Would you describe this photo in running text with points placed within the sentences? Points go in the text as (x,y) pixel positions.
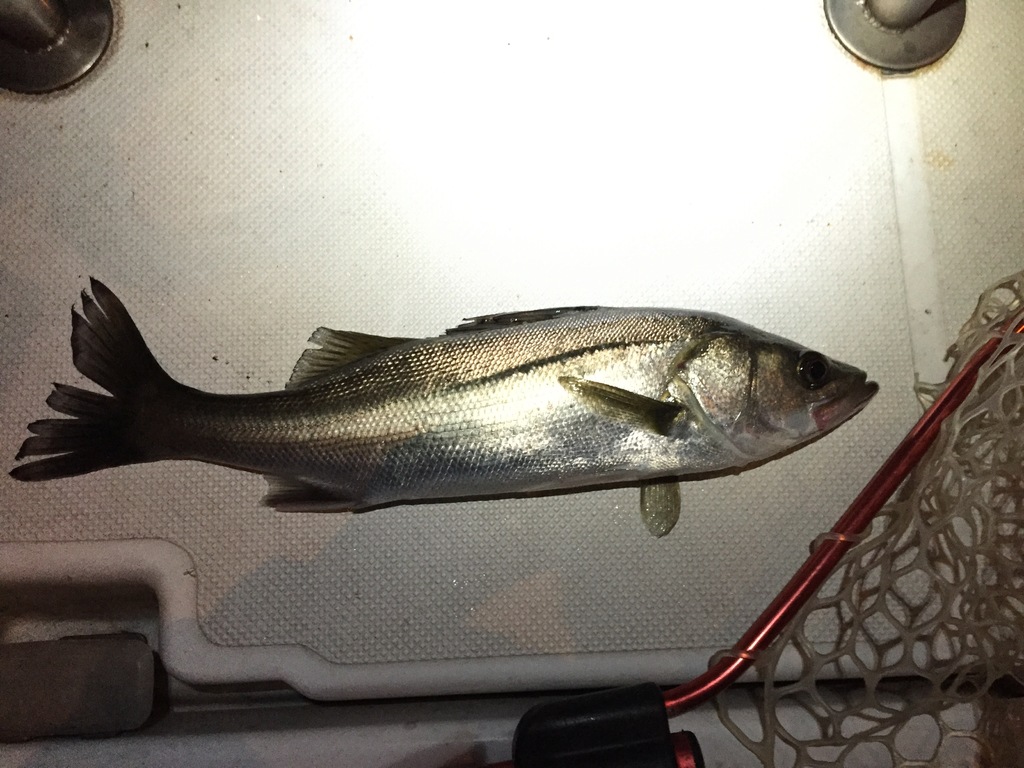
In the image in the center, we can see one table (318,209). On the table (680,301), we can see one fish (359,460), net (961,551) and few other objects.
